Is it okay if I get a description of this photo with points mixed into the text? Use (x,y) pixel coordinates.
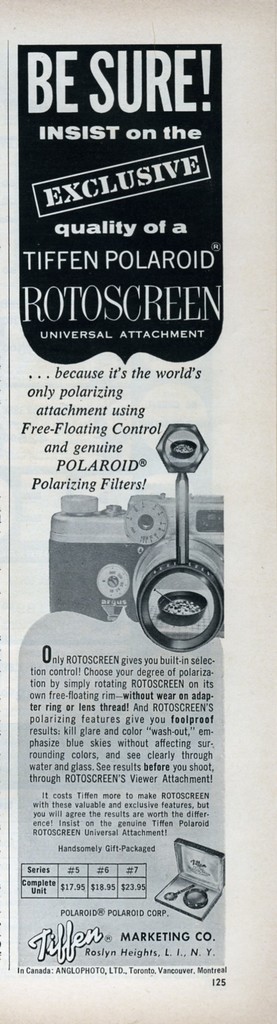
In this picture I can see a paper (146,244), there are photos (146,593), words (33,83) and numbers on it.
